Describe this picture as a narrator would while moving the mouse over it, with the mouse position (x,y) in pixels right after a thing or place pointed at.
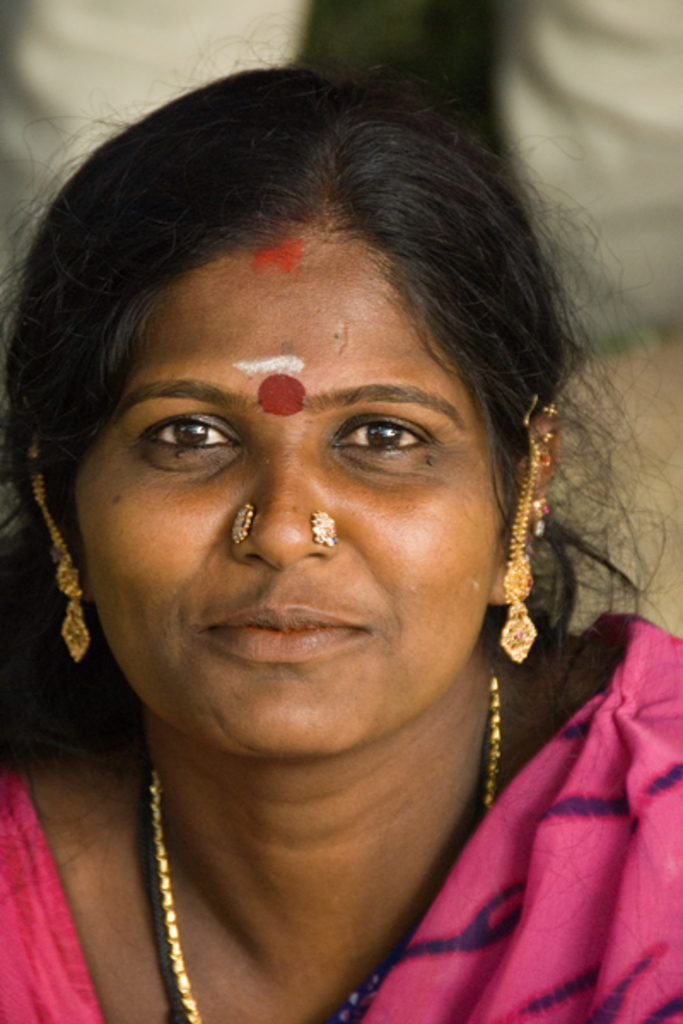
In this image in the foreground (336,569) there is one woman (336,561) who is wearing some ornaments (514,546), and there is a blurry background (629,42).
